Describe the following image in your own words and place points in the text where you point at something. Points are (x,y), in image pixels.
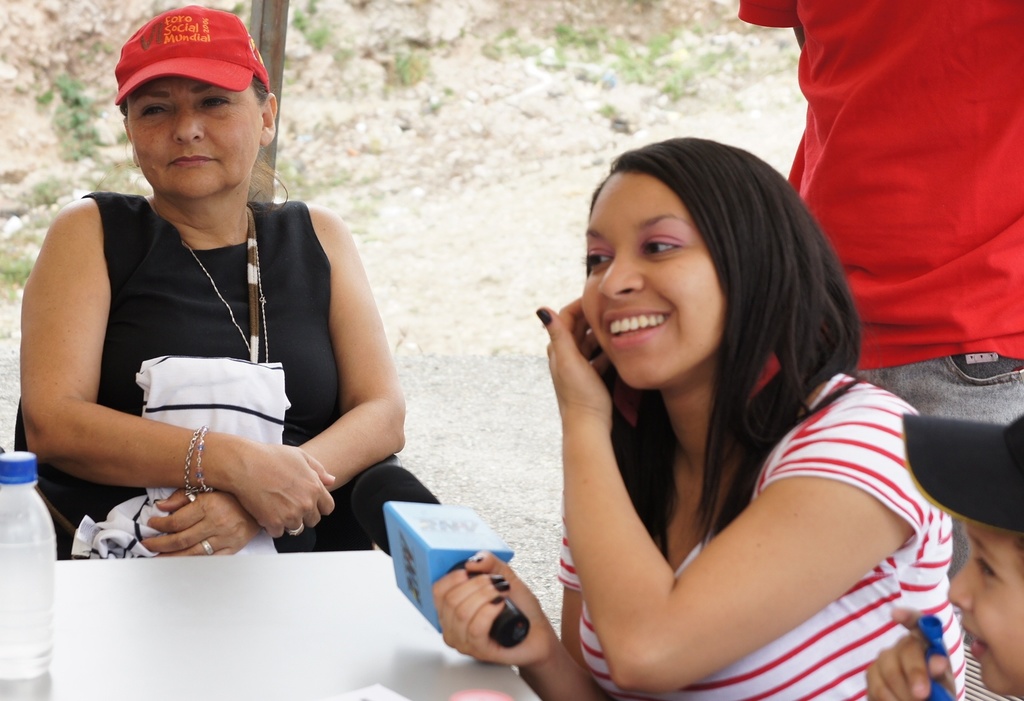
In the center of the image (361,349) we can see three persons (698,579) are sitting and two of them are smiling. And the center woman (793,664) is holding a microphone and the other two persons (24,376) are holding some objects (945,686) and they are wearing caps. In front of them, there is a table (328,682). On the table (355,681), we can see one water bottle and a few other objects (500,693). on the right side of the image (982,159), we can see one person (978,178) standing and he is in red color t shirt (933,181). In the background (379,168) we can see the grass (668,90), stones (614,101) etc.
